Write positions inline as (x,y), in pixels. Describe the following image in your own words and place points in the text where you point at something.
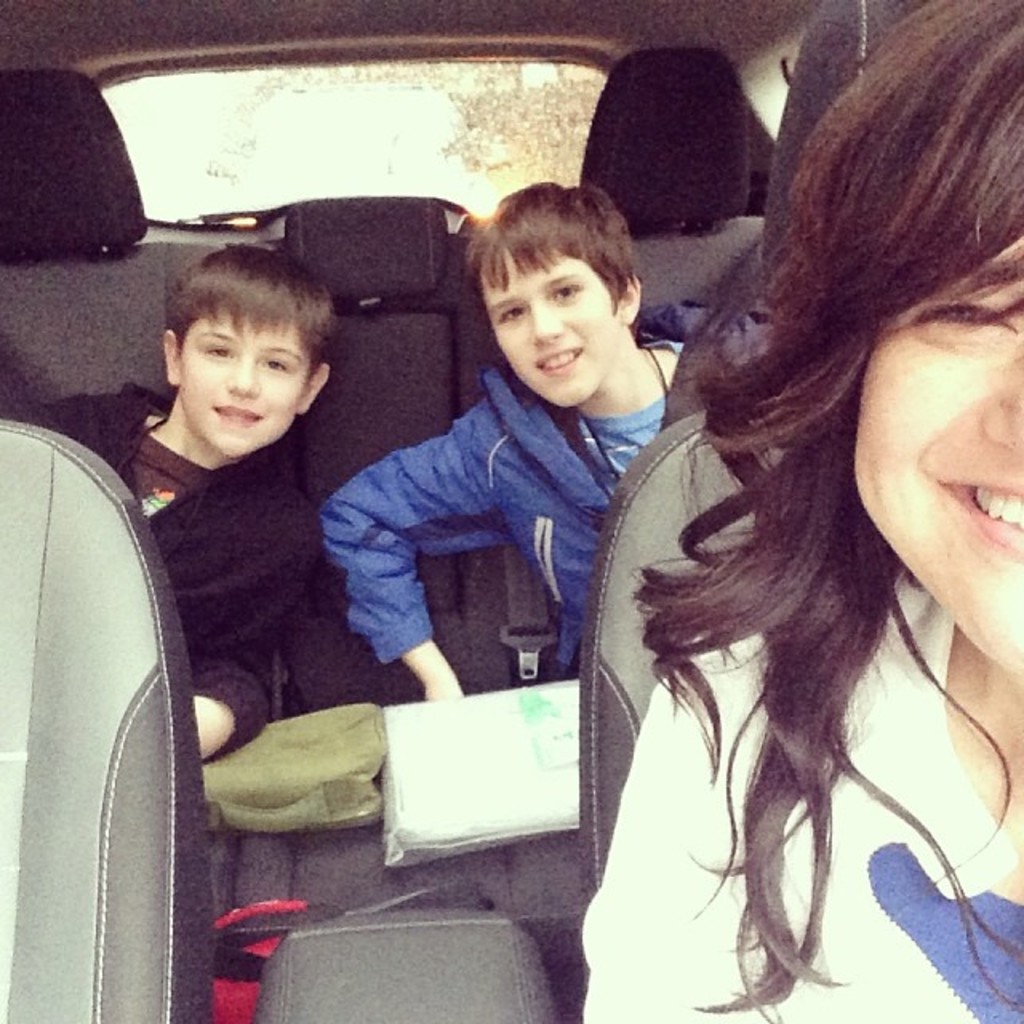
In this image I can see three people (776,746) sitting in the vehicle (203,896). I can see these people (681,895) are wearing the different color dresses (640,909). In the background (520,161) I can see the trees (481,132) through the glass (463,170).
